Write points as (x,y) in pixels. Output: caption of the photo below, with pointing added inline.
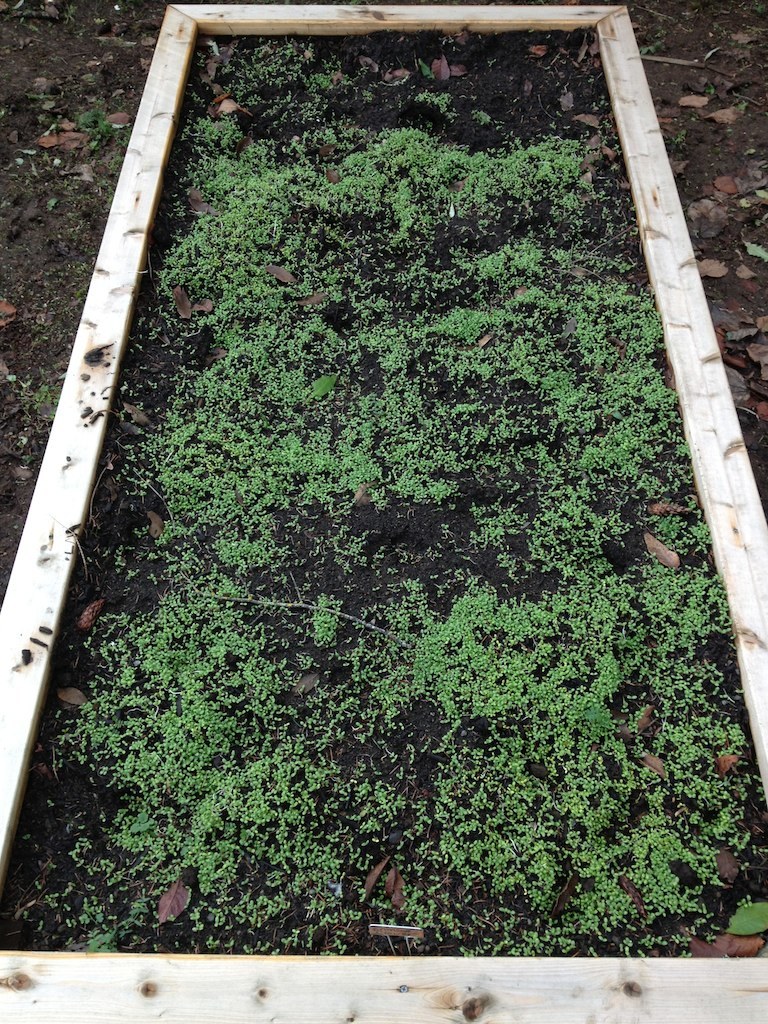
In the center of the image (288,407) there is grass (602,839).
